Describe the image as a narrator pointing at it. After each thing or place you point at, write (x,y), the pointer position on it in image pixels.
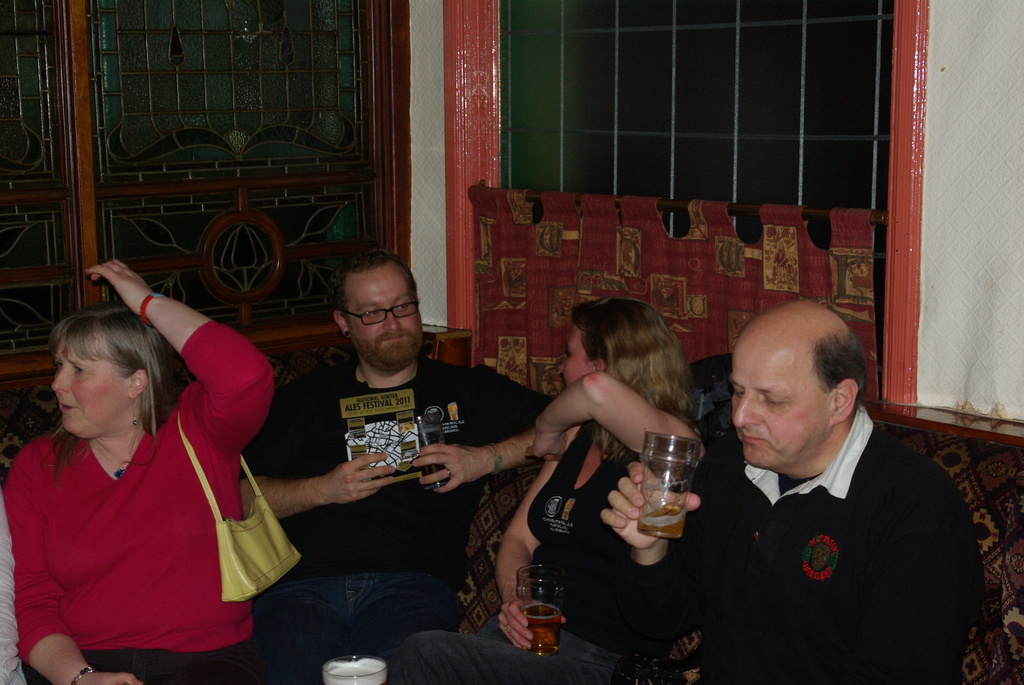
This image is taken indoors. In the background (955,278) there is a wall (974,278). There are two curtains (569,233). In the middle of the image (544,418) two men (676,576) and two women (134,542) are sitting on the couch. Two men (453,498) and a woman (575,560) are holding a glass of beer (433,436) in their hands (422,457). At the bottom of the image (346,669) there is a glass of beer (368,664).
